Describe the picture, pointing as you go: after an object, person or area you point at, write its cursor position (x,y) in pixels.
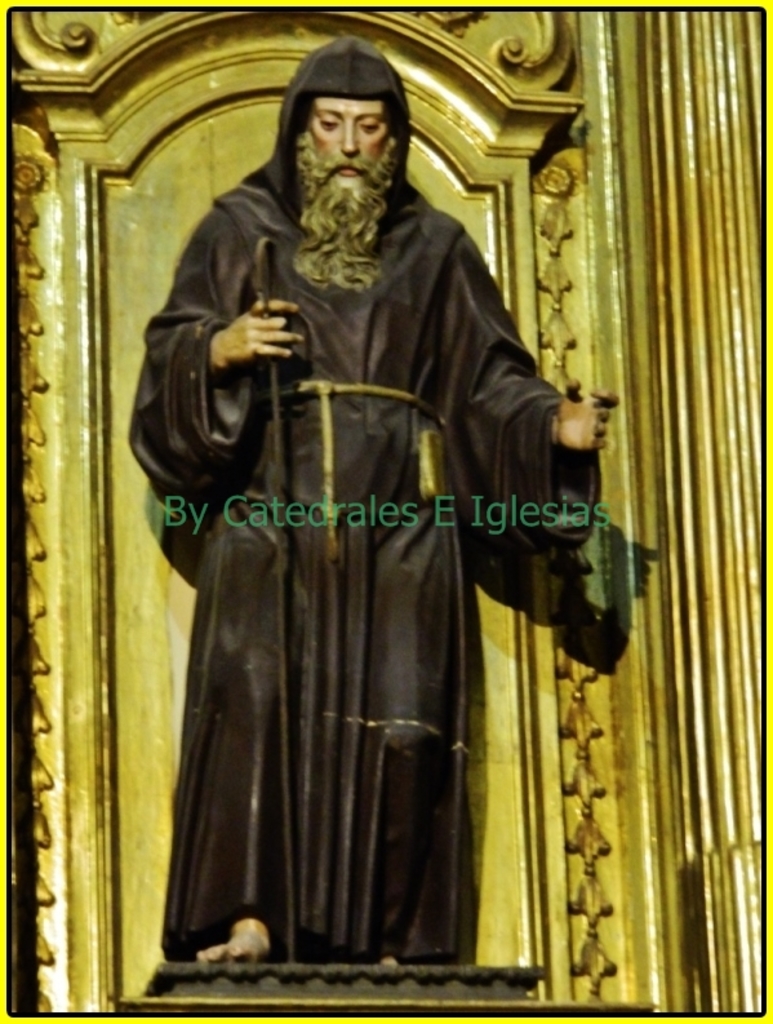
In this image we can see a statue (333,743).
